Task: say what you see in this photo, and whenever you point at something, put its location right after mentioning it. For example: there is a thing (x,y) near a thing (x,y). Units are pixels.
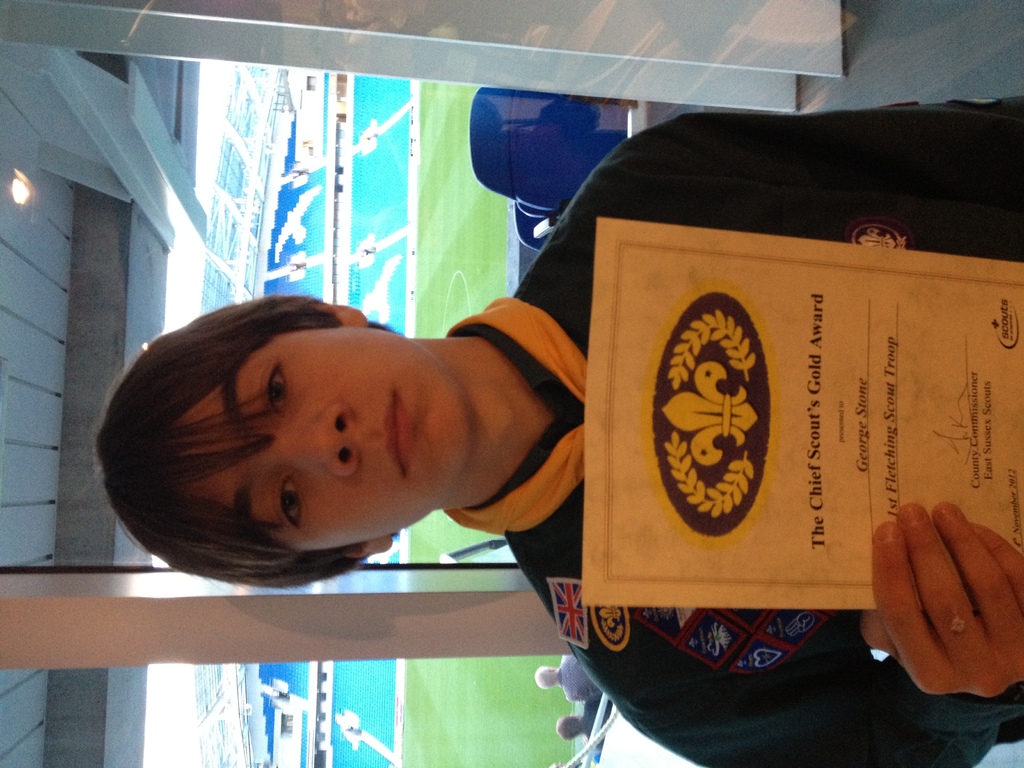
In this image I can see a boy (182,548) holding a paper (795,403) visible in the middle (677,372) and on the left side (32,594) I can see a roof (32,340), beam (43,649) and light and in the middle (482,267) I can see a playground (458,179) and at the bottom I can see two persons (578,678).
